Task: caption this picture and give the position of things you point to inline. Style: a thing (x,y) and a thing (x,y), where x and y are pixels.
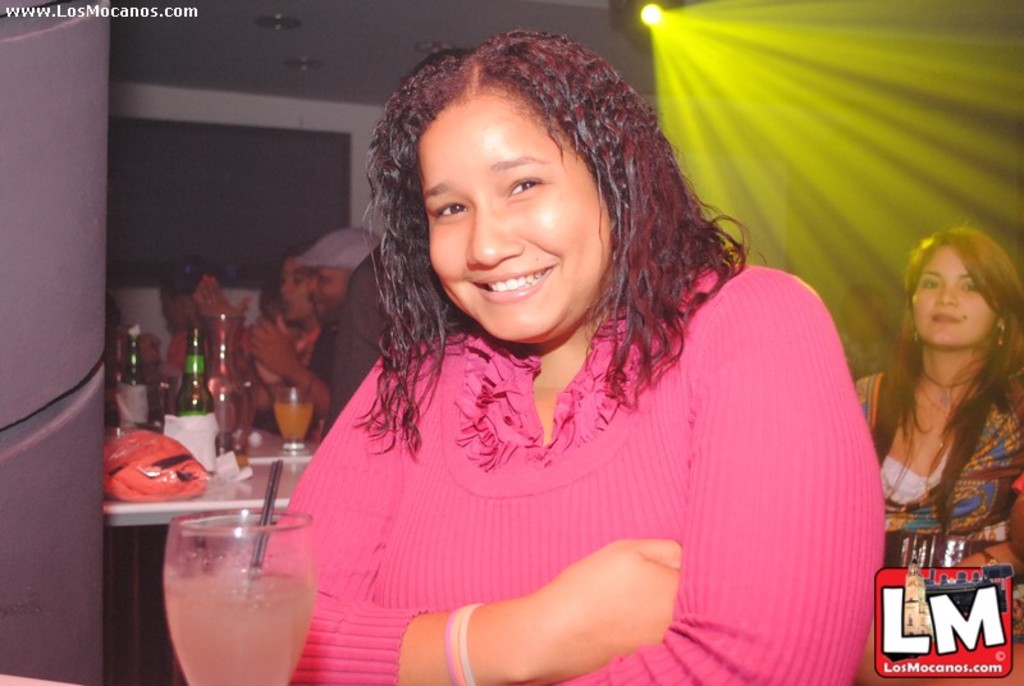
In this picture I can see a woman (466,273) in front of the glass (234,553), behind few people (317,329) are sitting in front of the table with some bottles (223,386) and glasses (233,367).
